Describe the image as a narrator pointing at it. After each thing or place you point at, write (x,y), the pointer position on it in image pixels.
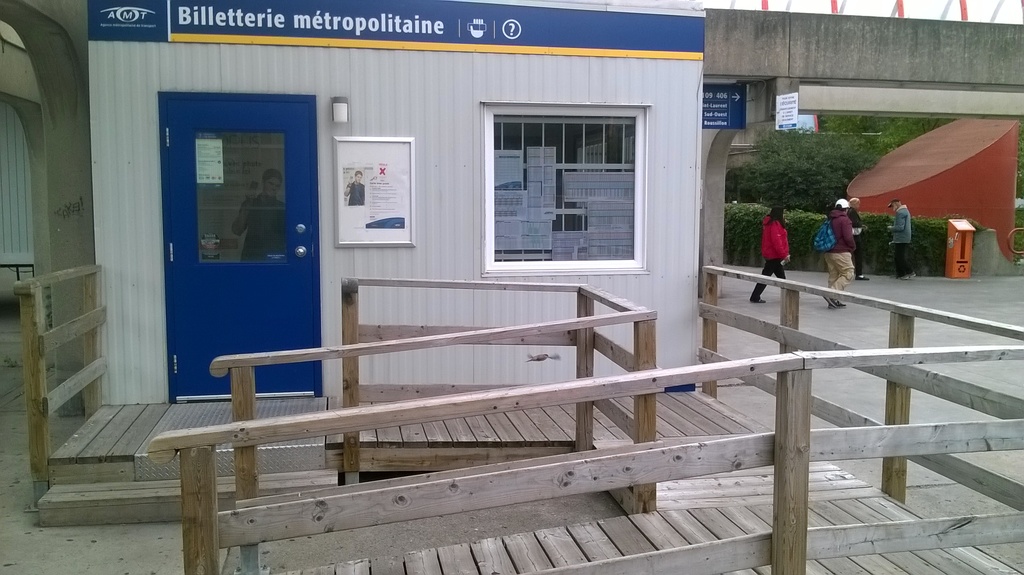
In this image we can see a building (433,212) with a blue door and we can see a photo frame (383,225) attached to the wall (451,211) and at the top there is a board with text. We can see some people (852,267) on the road (808,277) and there are some trees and plants (882,262) and there is a bridge (752,93) with sign board (728,92) with text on it.
